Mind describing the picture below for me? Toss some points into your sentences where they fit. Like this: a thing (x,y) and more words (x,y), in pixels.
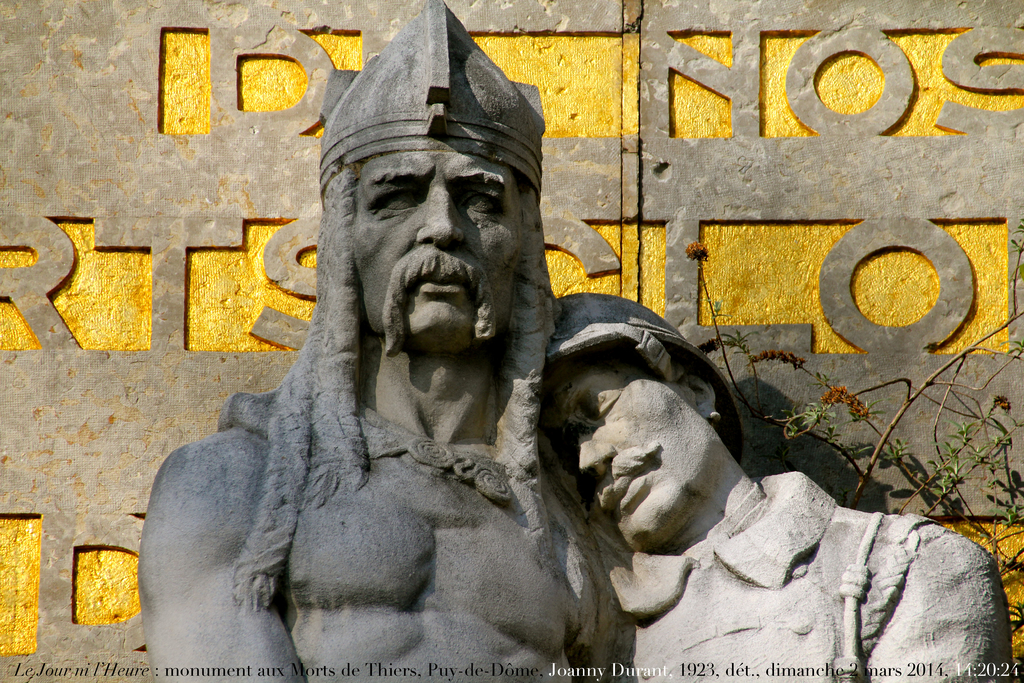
In the center of the image (536,439) we can see a statue (450,440). In the background of the image (986,42) we can see wall (190,154) and some letters (872,307). At the bottom of the image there is some text (614,667). On the right side of the image (949,482) a plant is there.
